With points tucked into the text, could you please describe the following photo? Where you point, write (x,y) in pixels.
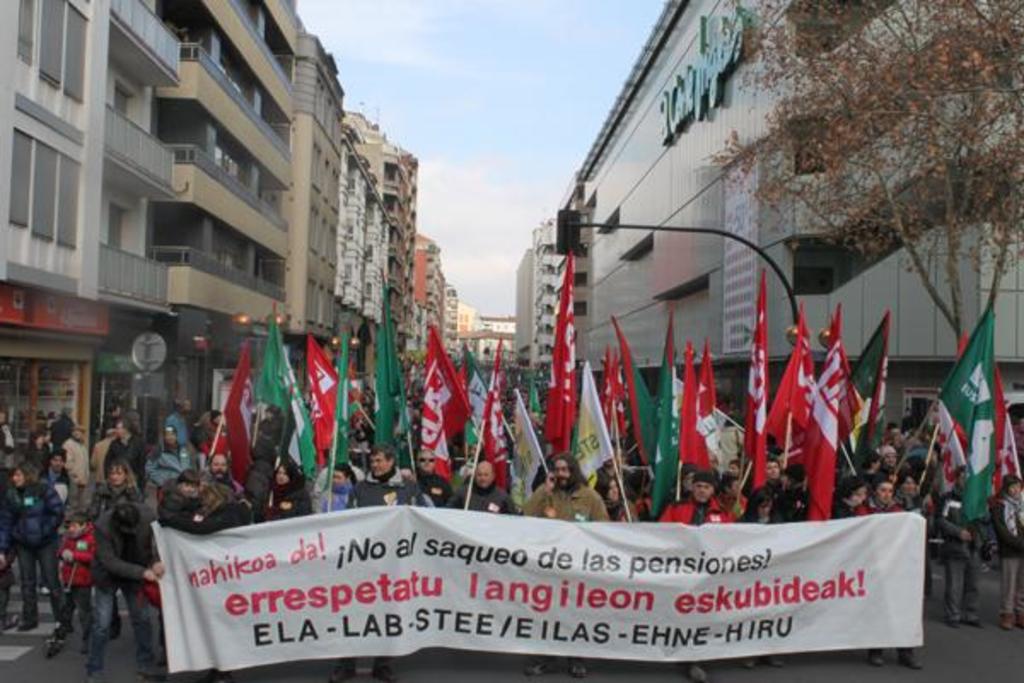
In this image there are people (886,480) protesting, holding flags (425,406) in their hands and there is a banner (226,548), on that banner (891,578) there is some text (695,602), in the background (592,251) there are buildings (787,240), trees (885,238) and the sky (423,88).
